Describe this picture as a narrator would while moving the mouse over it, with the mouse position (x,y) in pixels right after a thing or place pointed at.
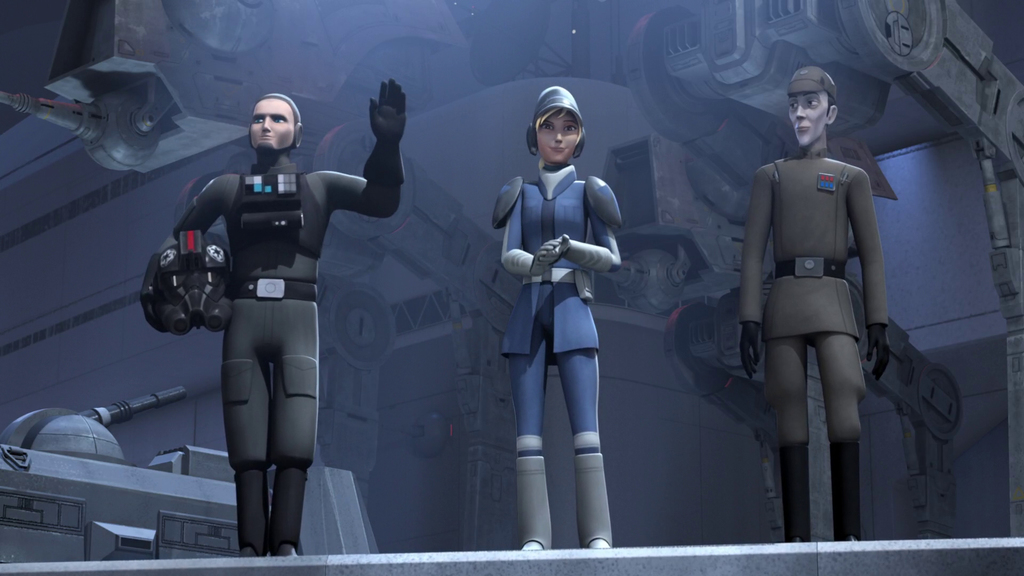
In this image I can see the digital art in which I can see a person (283,235) wearing black colored dress (266,330) is standing, a person (533,315) wearing blue and white colored dress (559,284) is standing and another persons (836,263) wearing grey and black colored dress (813,240) is standing. In the background (738,316) I can see few huge machinery (730,207).
